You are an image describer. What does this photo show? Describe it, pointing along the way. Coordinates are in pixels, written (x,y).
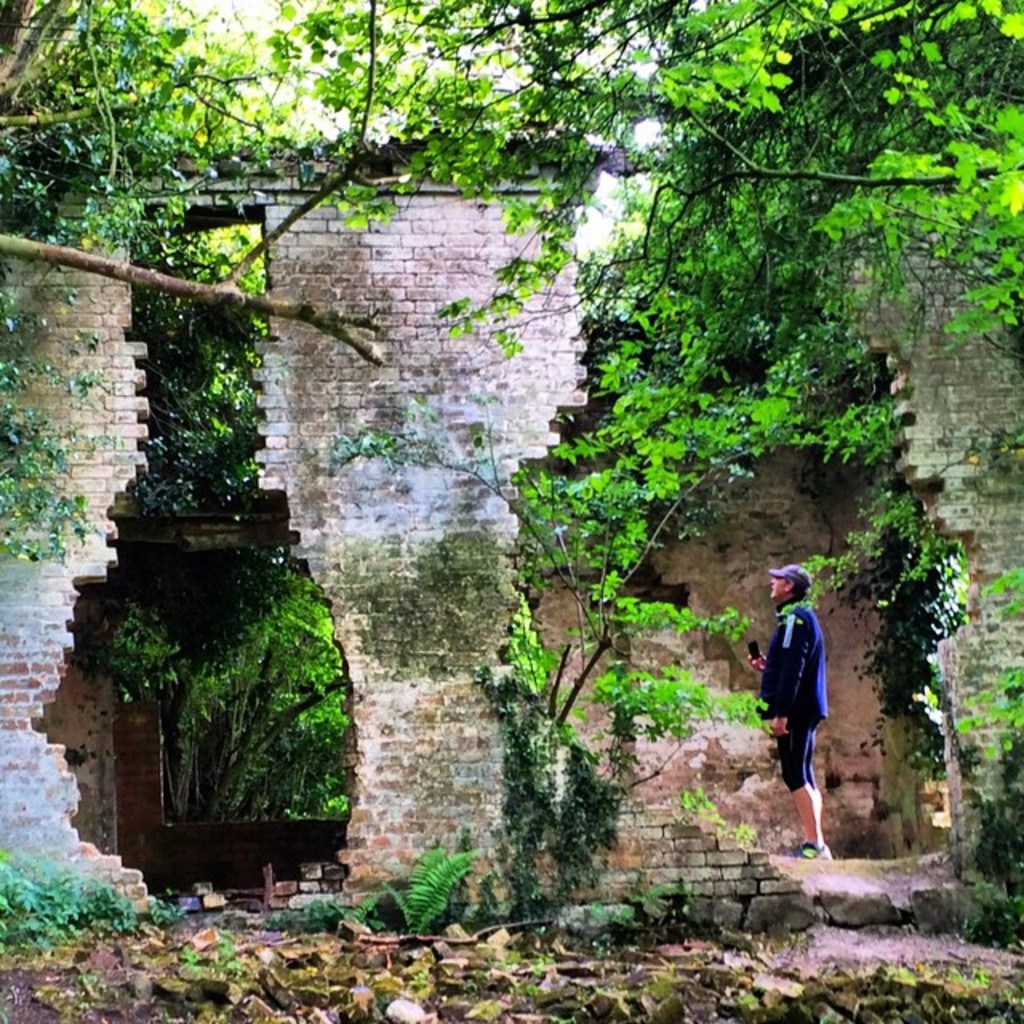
In this image I can see a person (775,705) standing wearing blue color dress (800,711), in front (325,434) I can see wall (329,353) in brown color, trees (742,288) in green color and the sky (256,24) is in white color.
